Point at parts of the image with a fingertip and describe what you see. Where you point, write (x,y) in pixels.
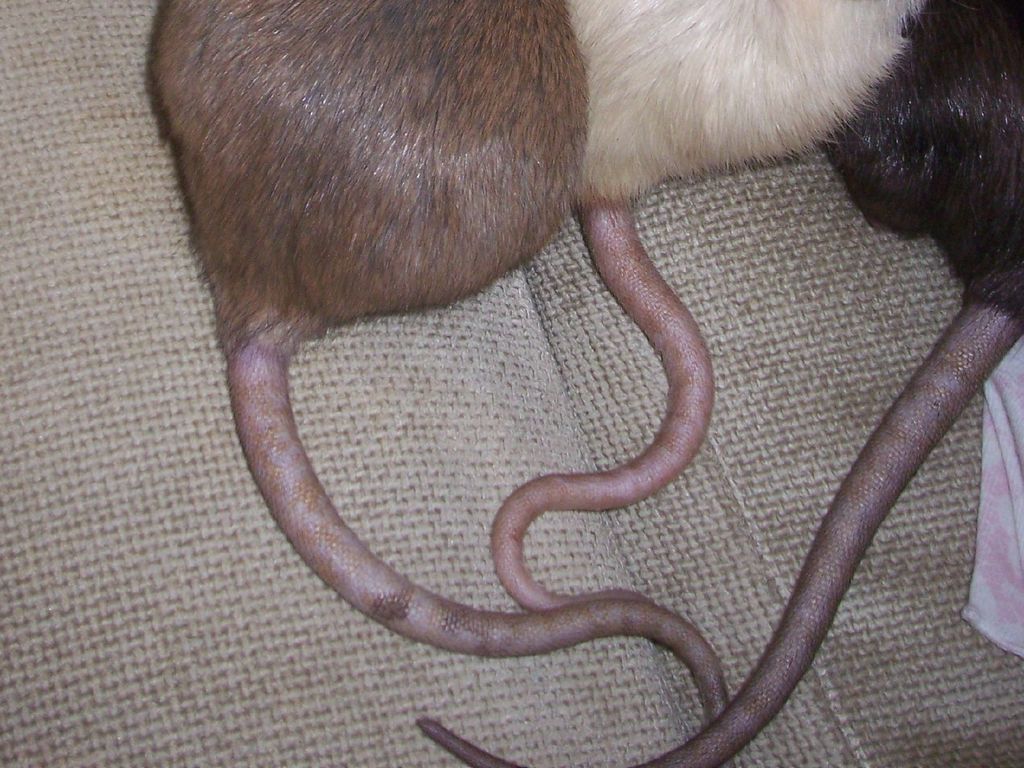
In this image I can see the tails (655,294) of animals (695,131). These are looking like rats (253,111). On the right side (1002,507) there is a white color cloth (1004,515).
